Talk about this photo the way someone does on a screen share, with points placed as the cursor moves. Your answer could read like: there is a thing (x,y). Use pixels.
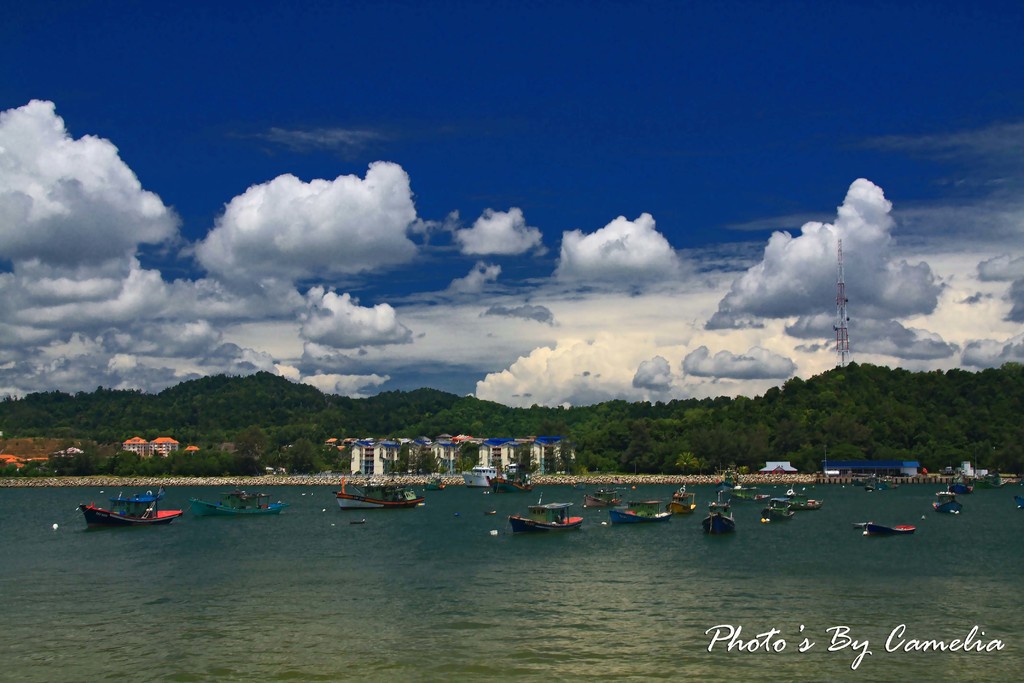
In the picture I can see boats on the water (426,518). In the background (371,452) I can see buildings (390,445), trees (361,419), a tower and the sky (484,293). On the bottom right corner of the image (867,654) I can see a watermark (767,636).
